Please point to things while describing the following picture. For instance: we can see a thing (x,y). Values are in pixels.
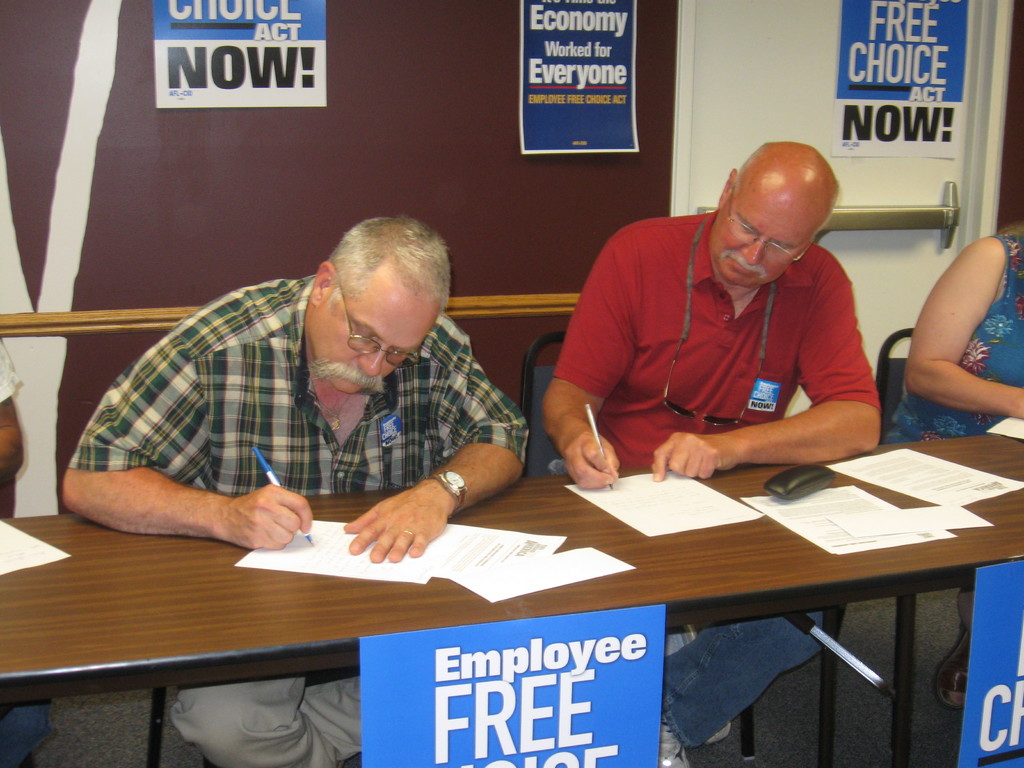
Here we can see a two men (867,441) and a woman (913,414) who are sitting on a chair (533,459). They are writing something on the paper (473,538) with a pen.
